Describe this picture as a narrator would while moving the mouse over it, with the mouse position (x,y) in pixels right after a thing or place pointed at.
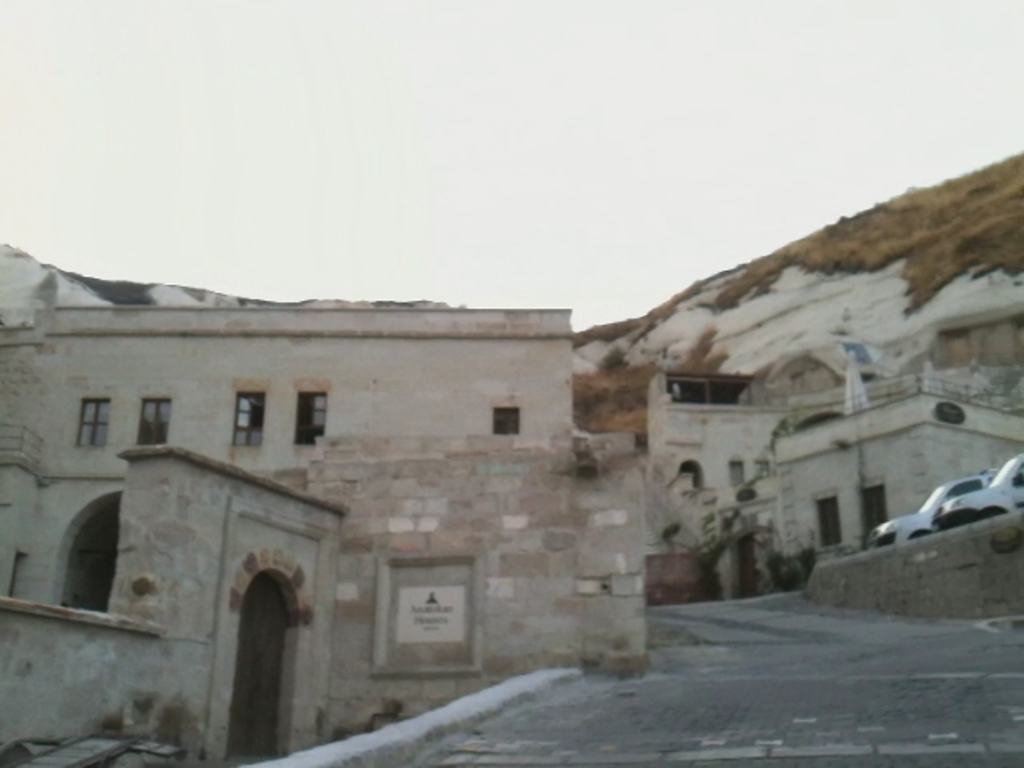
In this image there are buildings (51,611). On the right side of the image (992,479) there are cars (947,521), plants (790,570). In the background of the image (719,344) there is grass (982,234) and rock (880,282) on the surface (678,312). At the top of the image (536,122) there is sky (505,111).
